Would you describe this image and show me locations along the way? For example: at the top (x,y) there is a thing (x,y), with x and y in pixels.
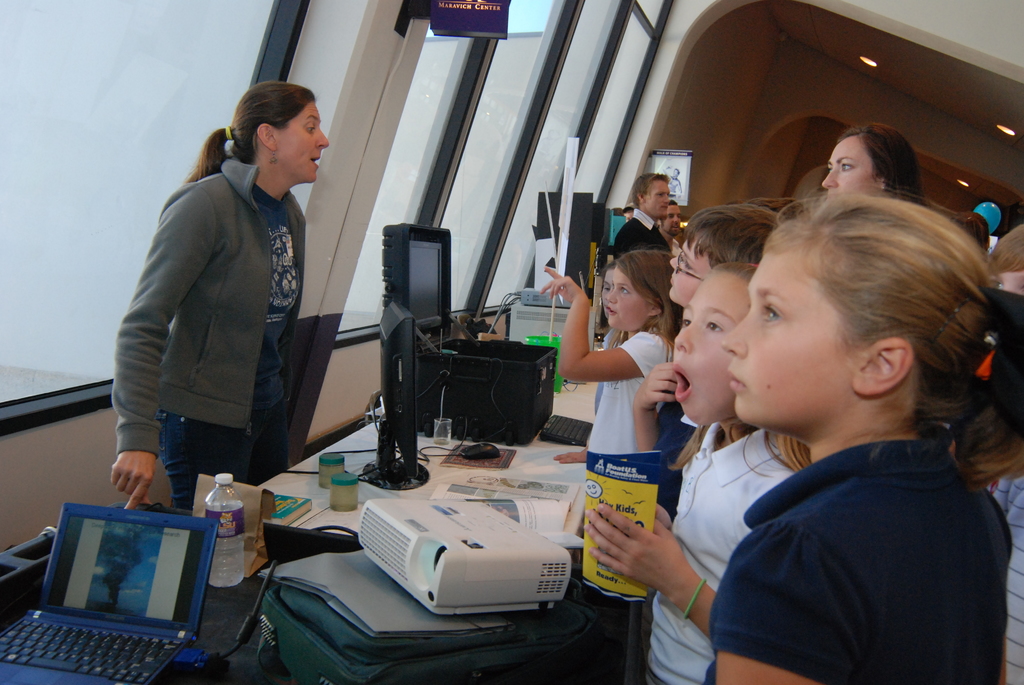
This picture consists of there are group of children's (845,384) visible on the right side (867,305), on the left side (226,251) a women (183,261) visible in front of table (366,449) on table (372,434) there is a laptop (95,583), bottle (211,514), machine (415,512), system (406,389), mouse (481,445), keyboard (563,433), bag (266,658), container (505,384) and windows display (550,85) at the top (8,66) and I can see two persons (661,200) visible in the middle (664,229).
